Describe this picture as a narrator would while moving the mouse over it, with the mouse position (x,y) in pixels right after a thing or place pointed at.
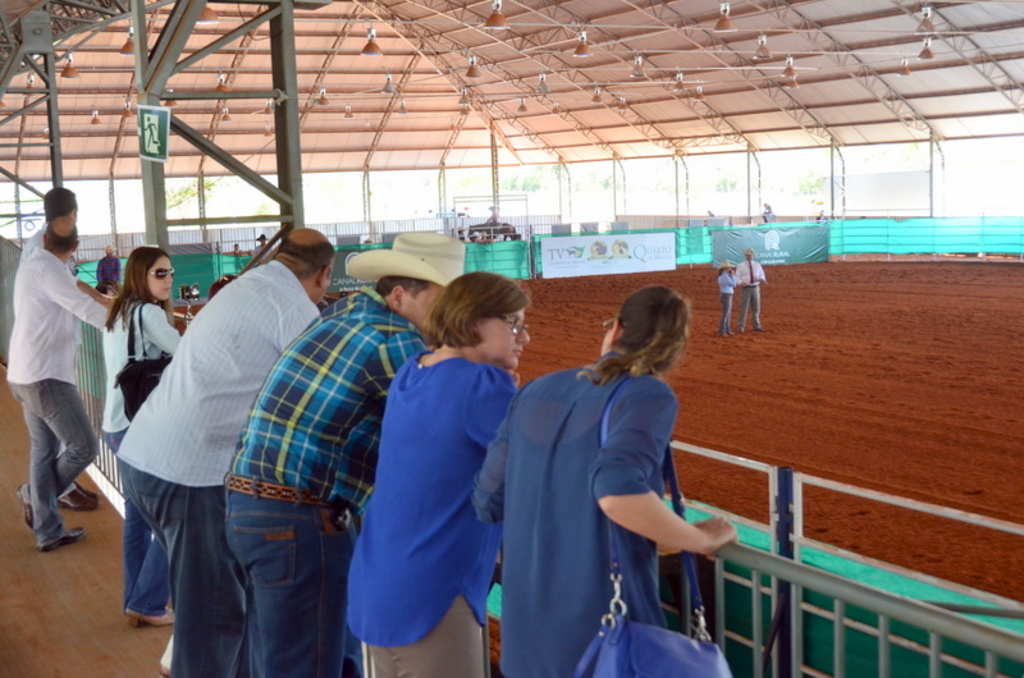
In this image, we can see an inside view of a shed (661,50). There are some persons (398,286) wearing clothes (376,464) and standing in front of the safety barrier (722,616). There are two persons (731,294) in the middle of the image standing in front of boards (646,248). There are pillars (159,169) in the top left of the image (30,102). There are some lights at the top of the image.
